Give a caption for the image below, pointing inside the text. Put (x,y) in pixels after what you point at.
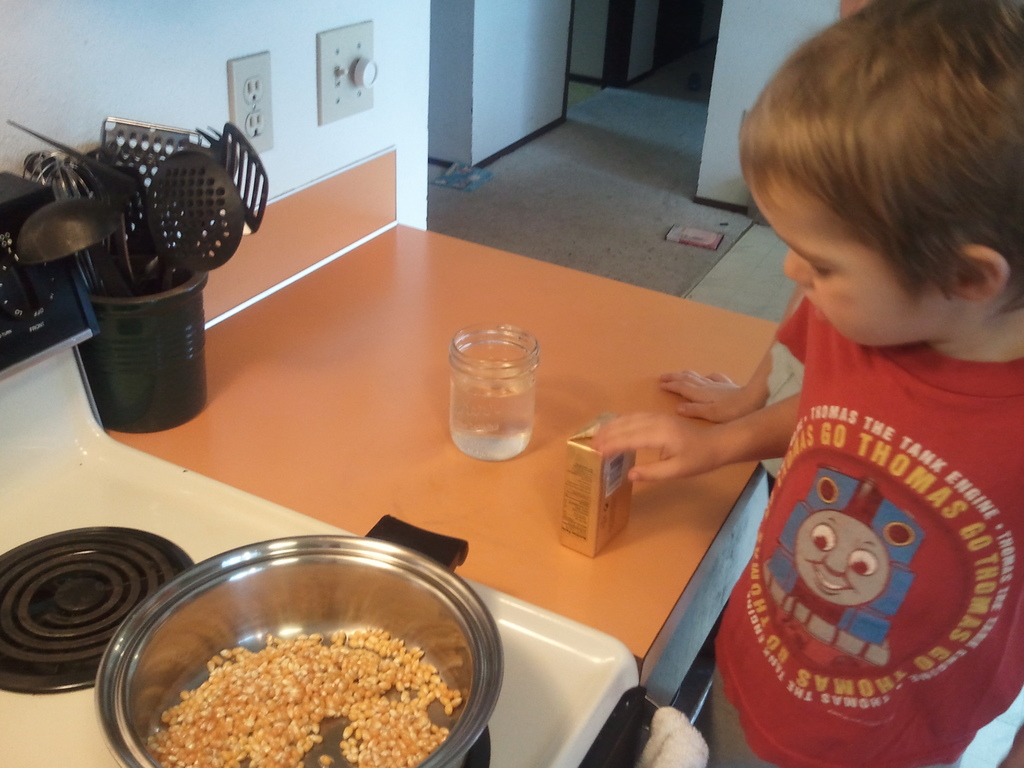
In the foreground of this image (892,452), on the right (892,533), there is a boy (892,519) and it seems like there is a person (758,397) behind him. On the left (331,559), there is a vessel (443,759) on the stove (85,597). We can also see few spatulas (186,219) and spoons (191,204) in a basket (159,378), a container (491,414) and a box (590,503) on the table (344,379). At the top (624,204), there are walls (390,86), floor (634,218), and socket (265,107) and regulator (359,74) on the wall (210,104).
